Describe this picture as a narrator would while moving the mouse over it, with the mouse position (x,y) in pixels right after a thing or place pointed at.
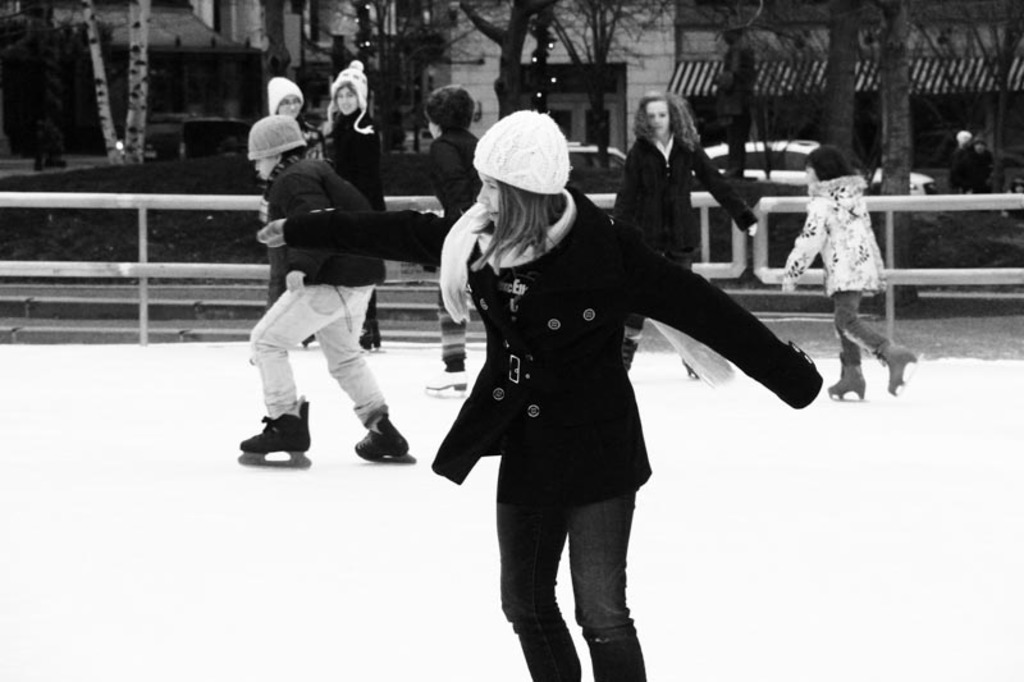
In this image we can see group of people (642,243) standing on the snow (304,572). A person (568,439) is wearing skating shoes (275,432). In the background (957,203) we can see a fence (73,203), group of buildings (927,77), trees (844,143) and vehicles (766,157).
